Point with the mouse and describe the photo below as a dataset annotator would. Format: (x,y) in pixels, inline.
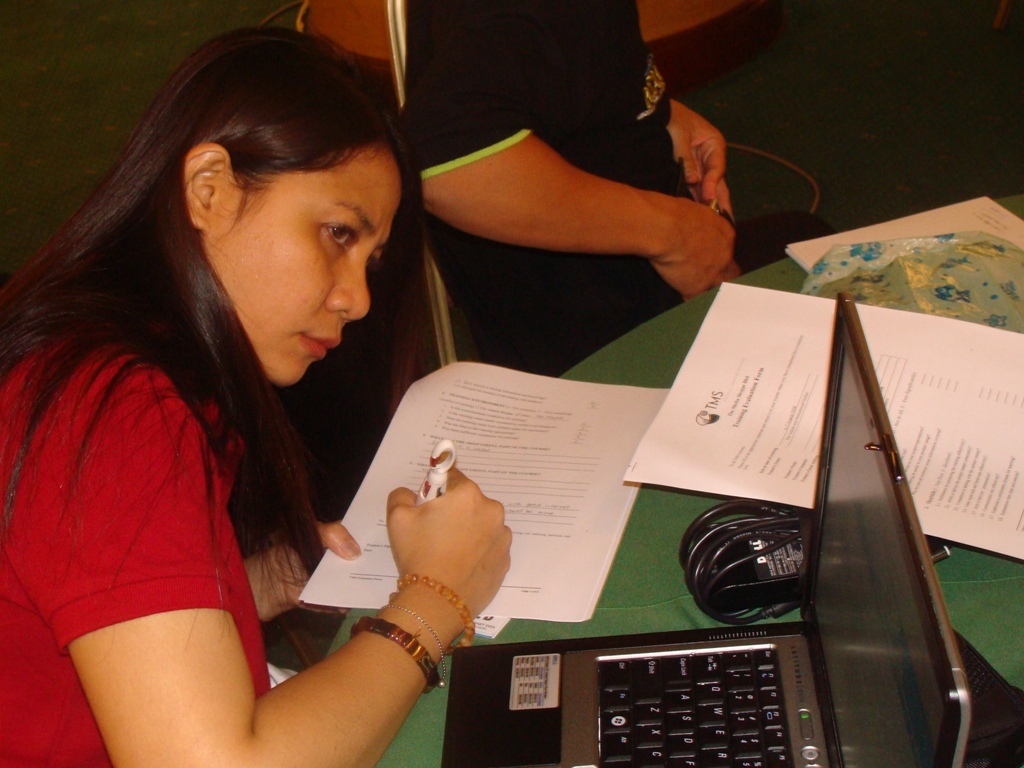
In this picture there is a girl (246,452) who is writing and there is a table (681,497) at the bottom side of the image (650,625), which contains laptop (645,732). cable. and papers (949,398) on it, there is man (611,144) at the top side of the image (560,165).
